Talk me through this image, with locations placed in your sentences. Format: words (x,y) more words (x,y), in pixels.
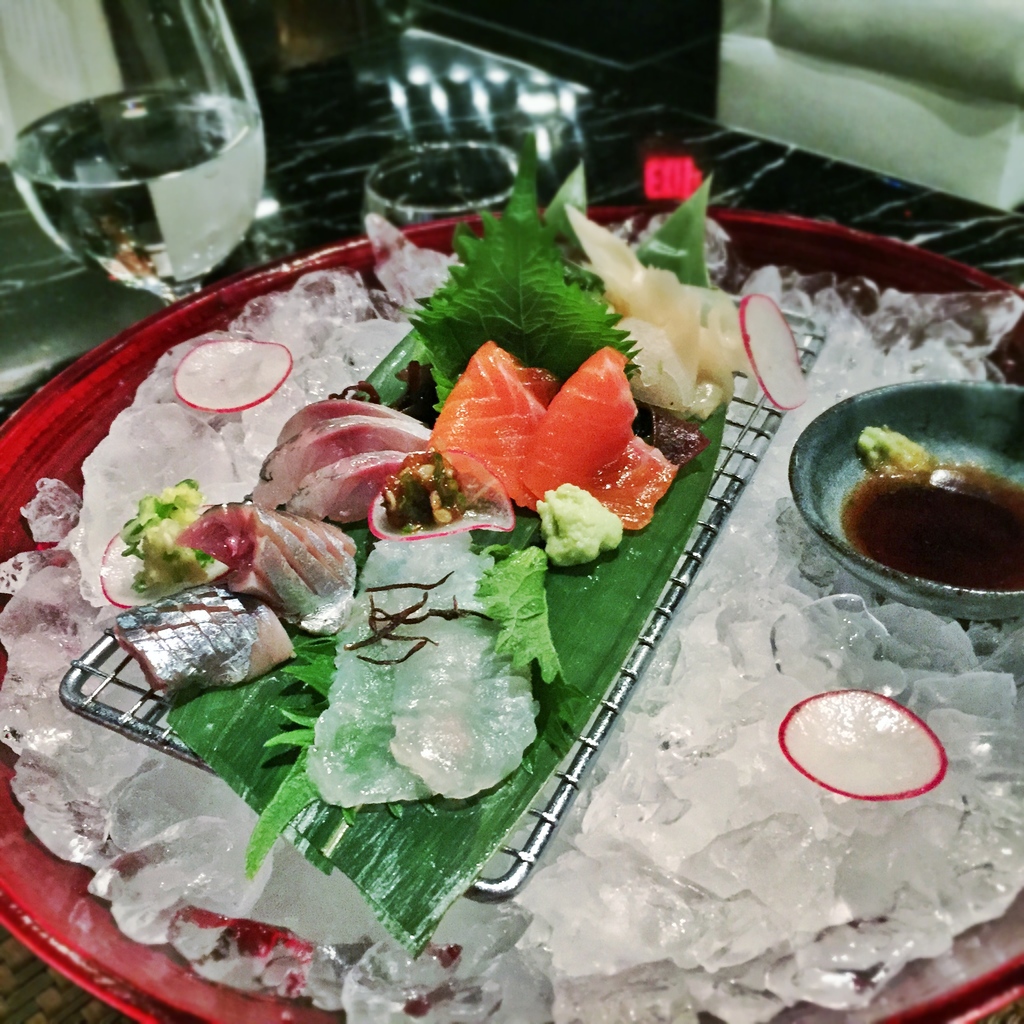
In this image there is a plate (76,466) having ice cubes (742,834). On it there is a grill (527,865) having a leaf (582,685). There is some food (612,546) kept on the leaf (594,594). Right side there is a bowl (992,596) kept on the ice cubes (803,643). Bowl (883,583) is having some food (939,506). Left top glasses (187,243) and few objects (397,169) are kept on the table (742,159).
